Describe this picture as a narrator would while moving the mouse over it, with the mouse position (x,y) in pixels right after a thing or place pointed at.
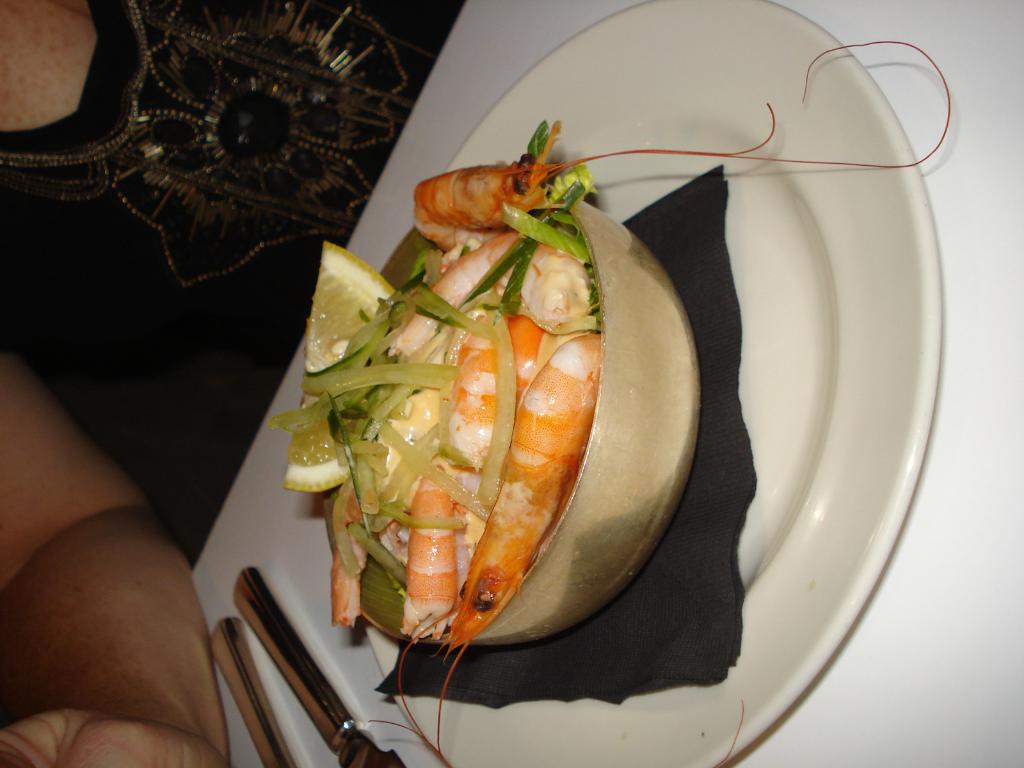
In this picture I can see a human (251,187) and I can see food (394,438) with couple of lemon pieces (355,317) in the bowl (560,559) on the plate (524,77) and I can see a knife (298,692) on the table (980,499).
